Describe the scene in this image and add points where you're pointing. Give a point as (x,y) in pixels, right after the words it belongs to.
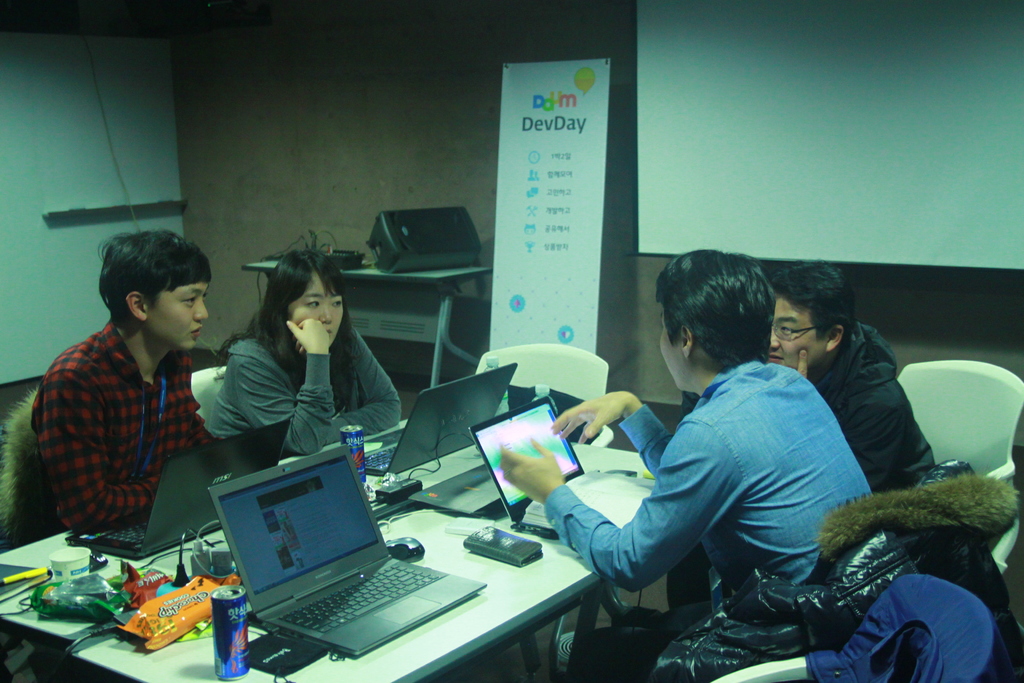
In the center of the image (674,445) we can see people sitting around the table (182,648) on the chairs (852,625). On the table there are many objects (89,601). In the background of the image (481,126) there is a wall (486,100). There is a projector screen (644,51).
